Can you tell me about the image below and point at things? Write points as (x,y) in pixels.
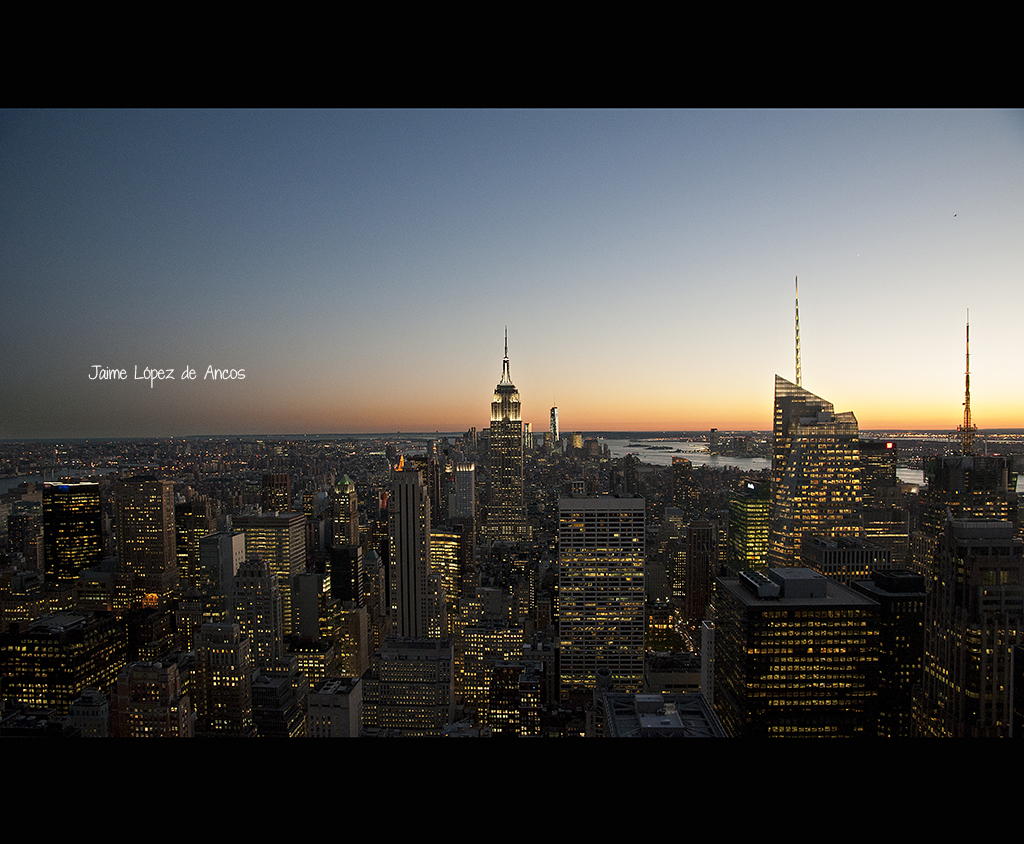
This is a photo and here we can see many buildings (471,536).
